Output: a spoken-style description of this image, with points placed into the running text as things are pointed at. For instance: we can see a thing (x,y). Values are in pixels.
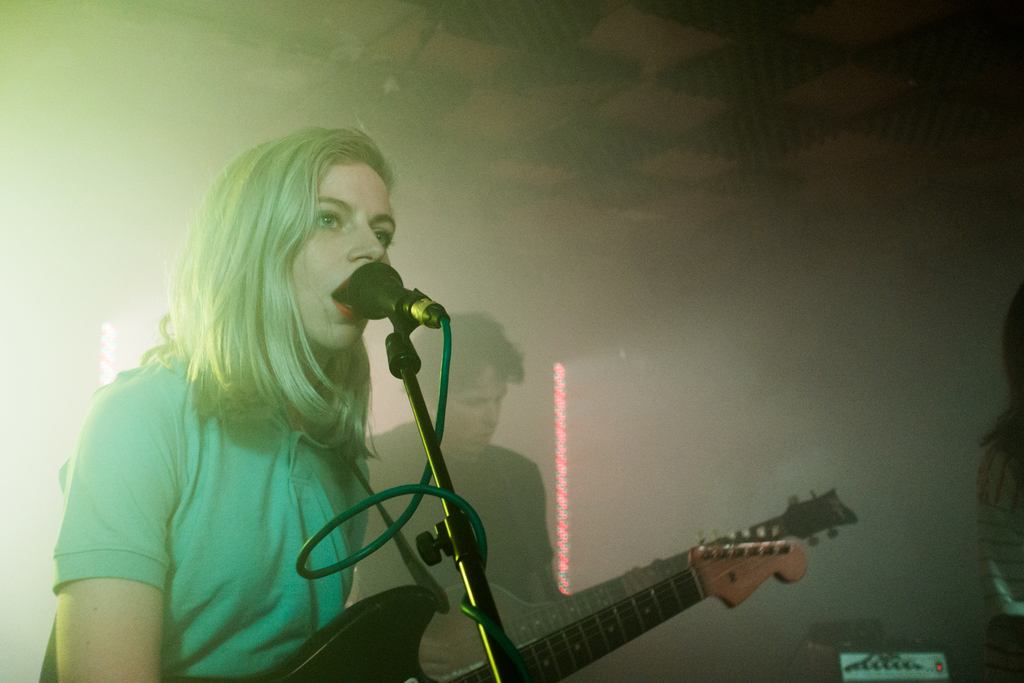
This picture shows two people (392,471) holding guitar (508,613) in their hand (434,634) and playing it and we see a woman (334,311) singing with the help of a microphone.
